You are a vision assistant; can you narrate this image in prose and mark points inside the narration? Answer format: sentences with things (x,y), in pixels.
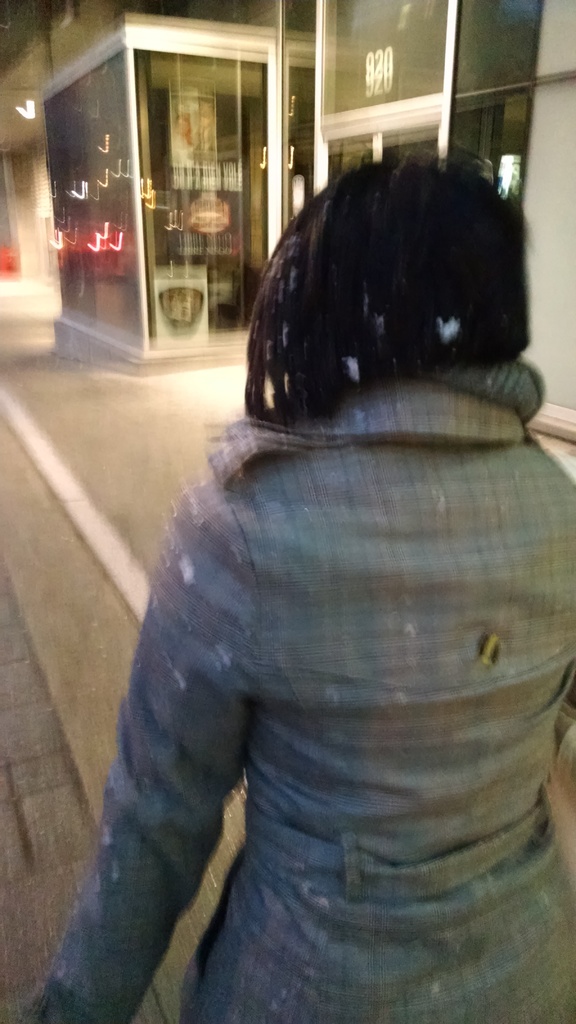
In this image we can see a woman (309,493), there is a store (256,223) with some objects (216,152) in it and also we can see a building (561,322).
